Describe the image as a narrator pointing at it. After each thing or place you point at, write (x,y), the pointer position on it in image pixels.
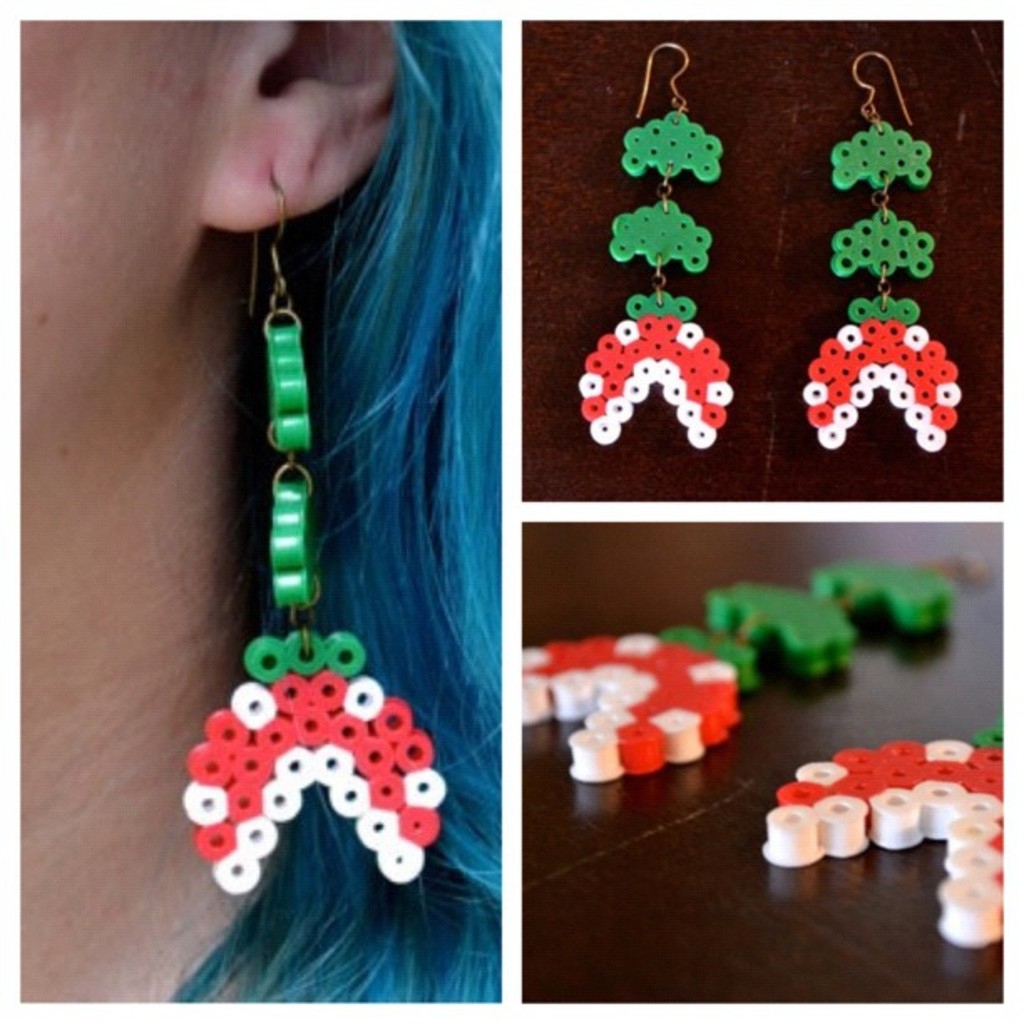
This is a collage image. Here I can see three pictures which consists of same earrings (369,793). In the left side (109,410) image, I can see a person (206,463) wearing these earrings (281,561).
